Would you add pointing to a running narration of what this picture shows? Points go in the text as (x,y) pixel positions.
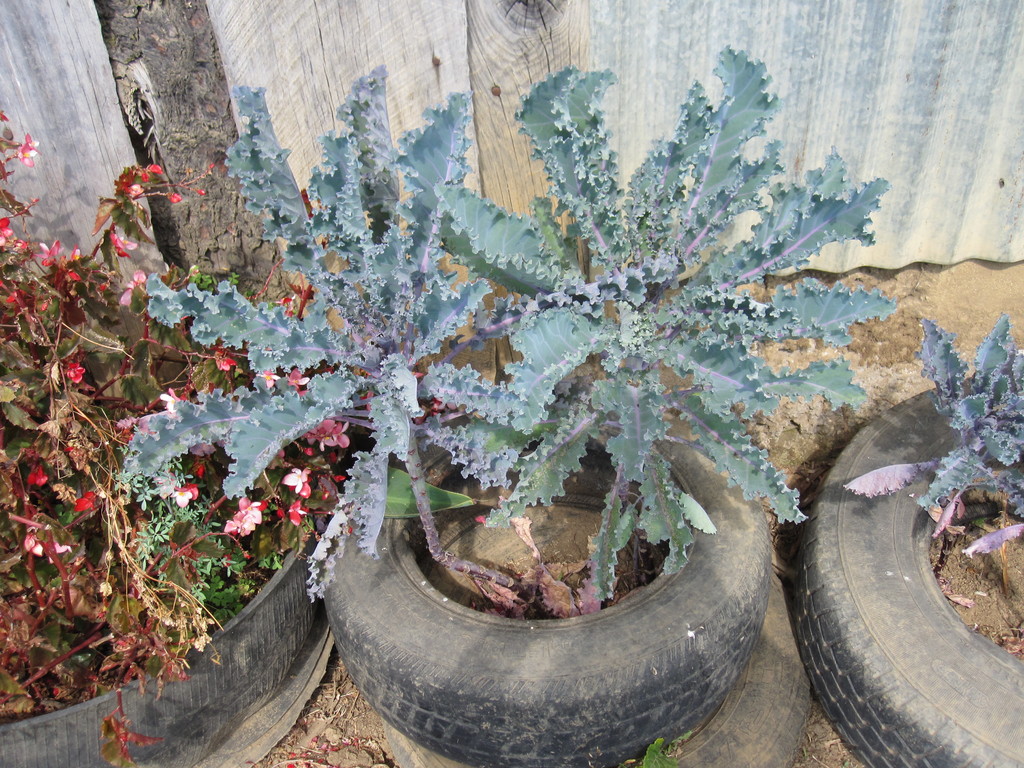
In this image I can see there is a tire (893,589) and there are plants (382,438) and flowers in it. And there is a sand (840,437). And at the back (807,125) it looks like a shutter (632,127).
